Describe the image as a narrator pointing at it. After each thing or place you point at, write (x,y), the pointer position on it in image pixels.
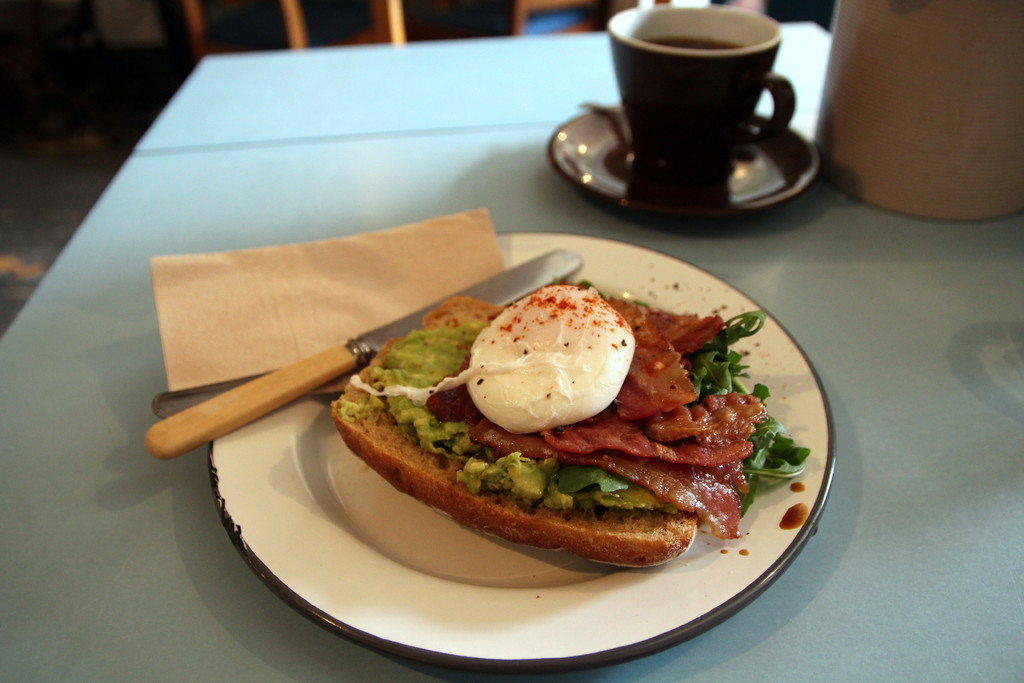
The picture consists of a blue table (219,659) on which a plate (393,560) and cups (719,160) and saucer (716,192) are present, where on the plate (796,534) there is sandwich (450,465) and knife (344,367) are present.
